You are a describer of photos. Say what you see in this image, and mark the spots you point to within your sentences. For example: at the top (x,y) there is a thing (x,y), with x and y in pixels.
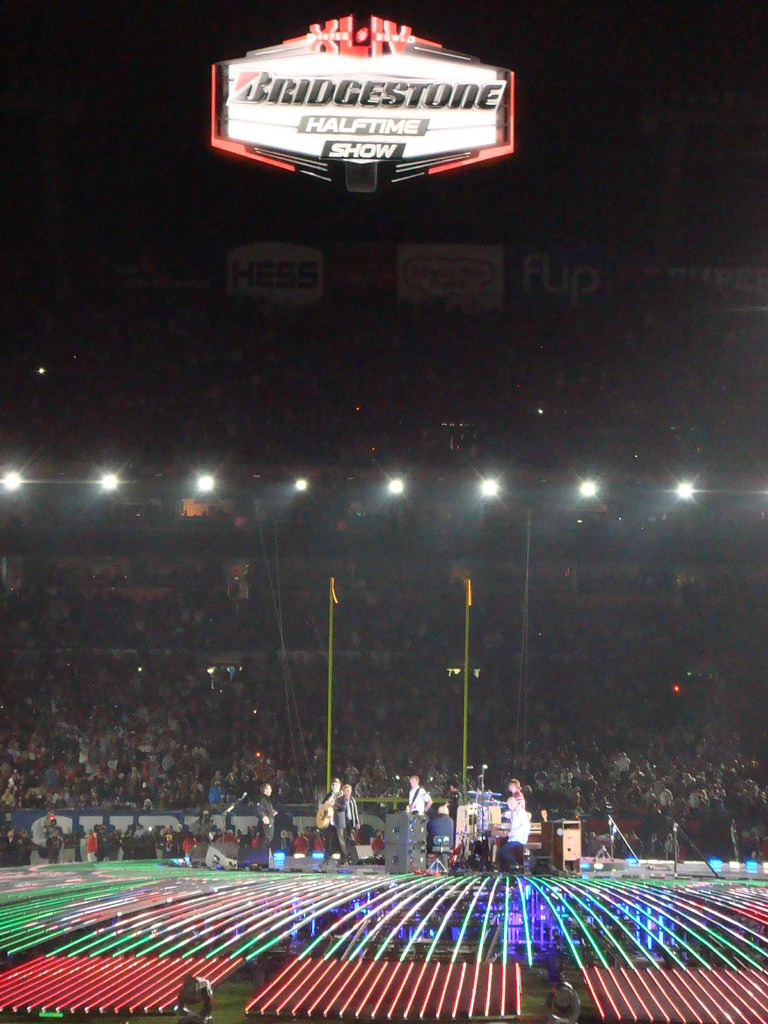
In the center of the image (400,680) we can see group of people (359,632) are present. In the middle of the image (465,655) we can see goalposts (466,632), table (549,851), mic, guitar (328,812), speakers (419,823), chair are present. At the bottom of the image (405,981) ground (422,981) is there. At the top of the image (444,245) board (443,65) and logo (400,144) are present.
